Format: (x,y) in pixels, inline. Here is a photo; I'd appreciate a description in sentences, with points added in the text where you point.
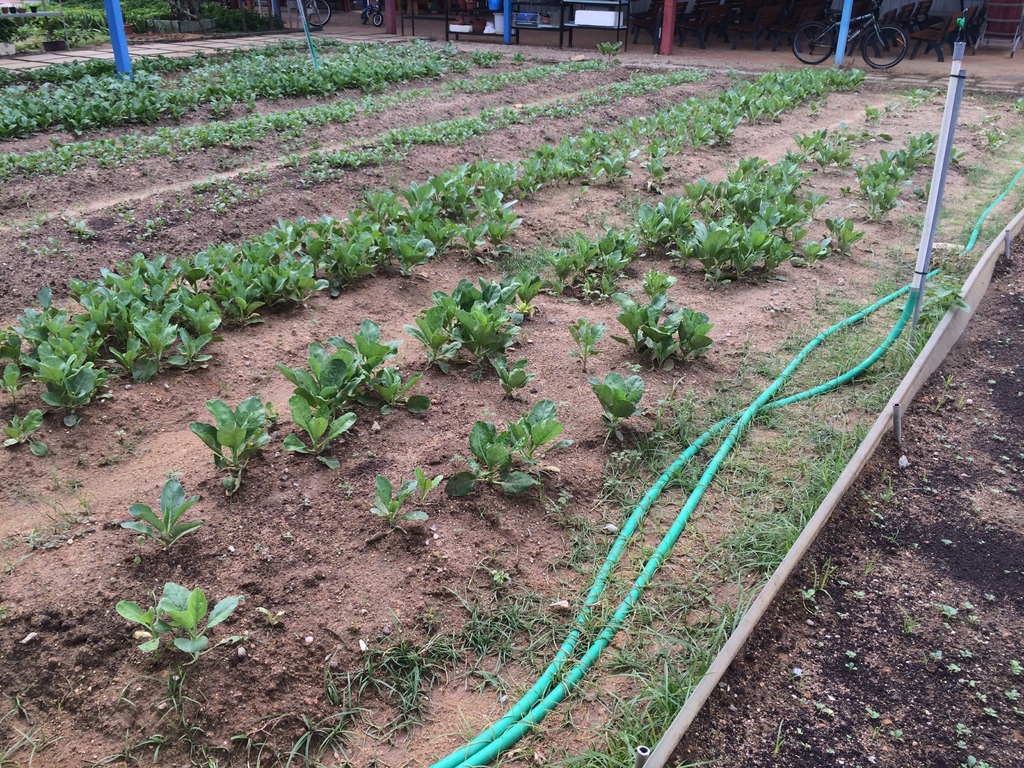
In this picture I can see some plants (429,353) on the ground (476,380), some pipes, vehicles (794,36) and some tables (725,31) a side.
